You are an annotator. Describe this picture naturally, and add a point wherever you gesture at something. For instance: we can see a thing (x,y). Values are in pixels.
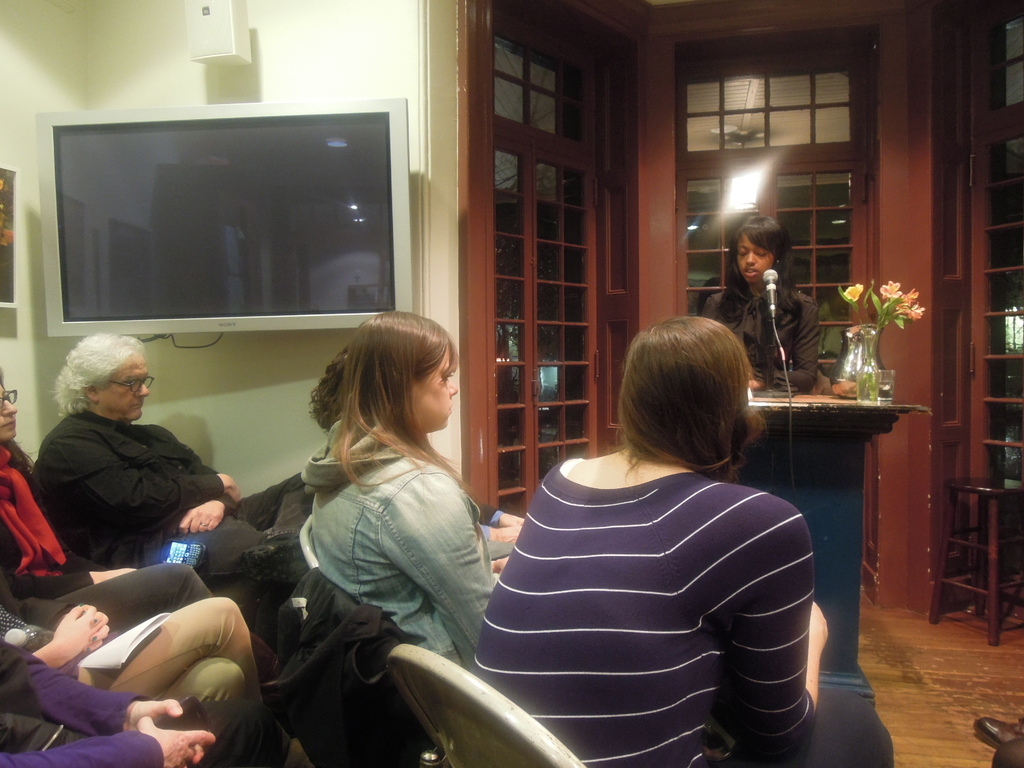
In this picture woman (399,463) sitting on the chair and onto their left television (309,262) and in front of them there is a girl (749,235) talking into microphone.
